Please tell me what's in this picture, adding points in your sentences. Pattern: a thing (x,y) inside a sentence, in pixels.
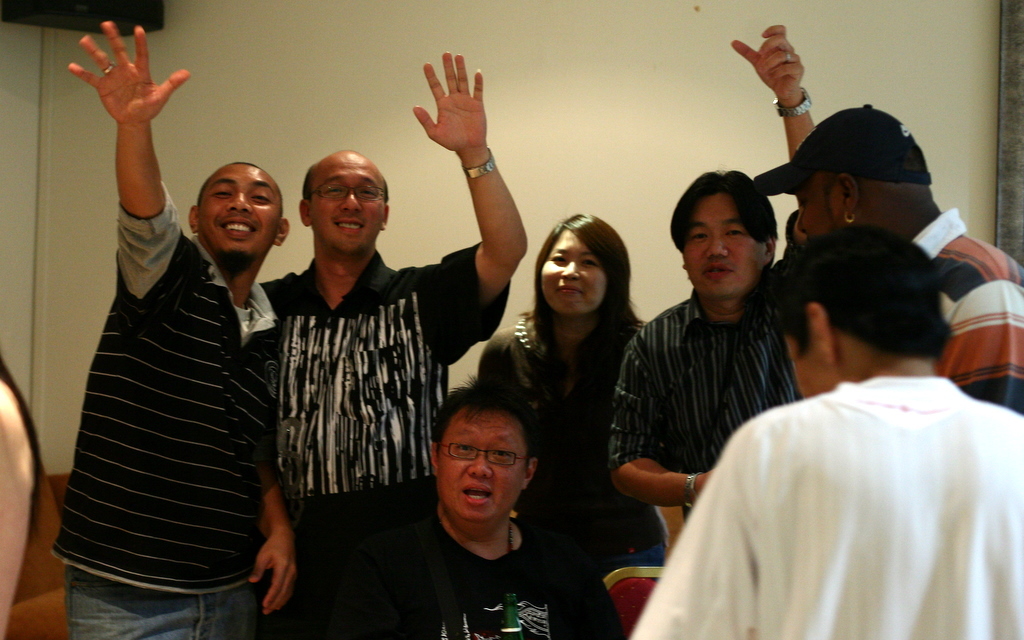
In this picture I can see group of people (575,271) standing, there is a person (562,604) sitting, and in the background (525,126) there is a wall (376,53) and an object (101,6).
